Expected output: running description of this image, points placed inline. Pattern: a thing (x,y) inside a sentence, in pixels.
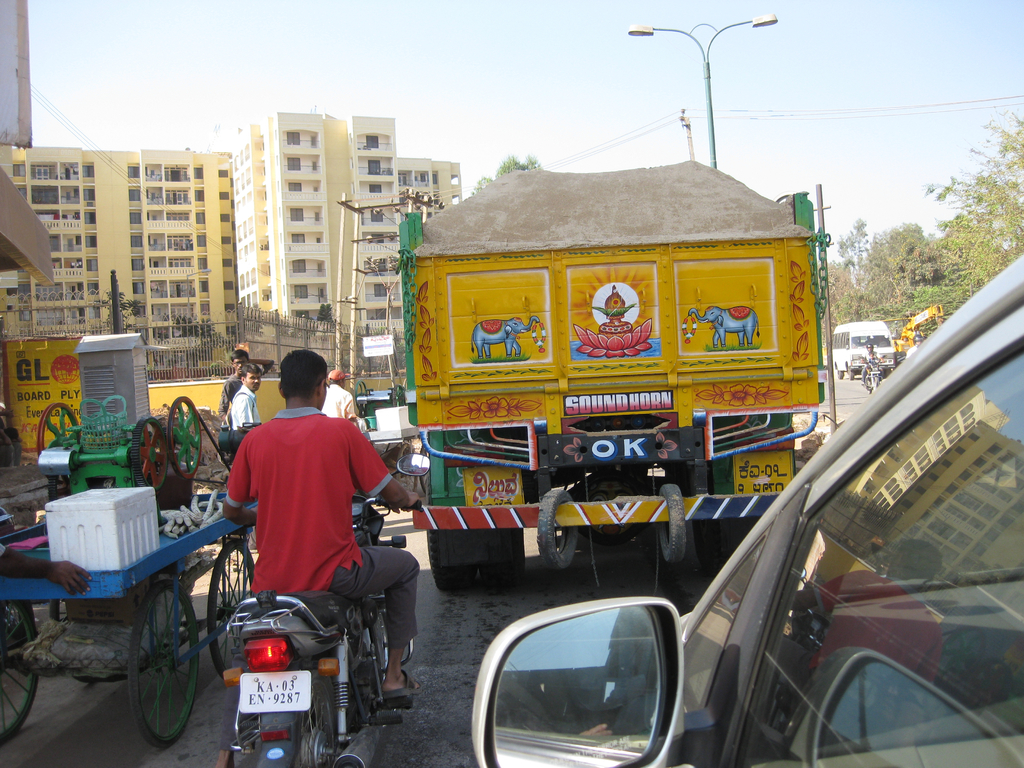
I can see a truck (564,406), motorbike (366,634) and car (737,596) on the road (591,589). There are three people (250,394) standing. I can see a person (342,536) sitting on the motorbike (328,594). This looks like a sand (601,227) in the truck (612,268). These are the buildings (309,226). I can see the streetlights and the current pole (433,207). This looks like a fence (183,367). I think this is a sugarcane machine (128,448), which is kept on the wheel cart (158,669). These are the trees (985,225).
